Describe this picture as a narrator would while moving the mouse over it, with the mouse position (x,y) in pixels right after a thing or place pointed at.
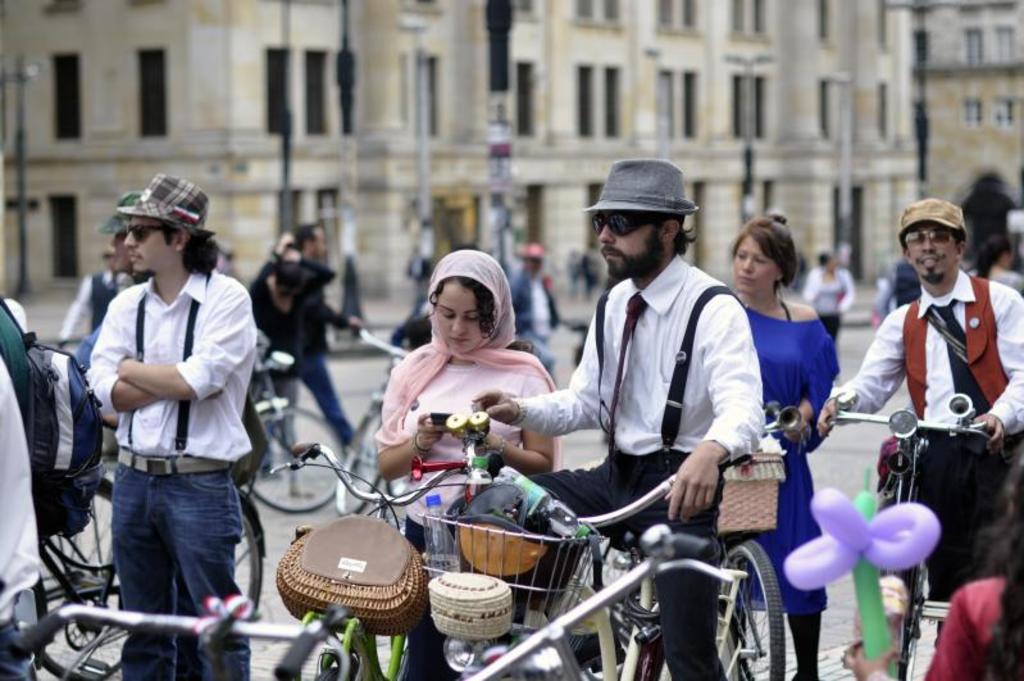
In this image we can see a person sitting on a bicycle (763,636) and he is in the center (535,426). There is another person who is on the right side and he is also holding a bicycle (949,431). In the background (837,286) we can see a few people (533,293) who are walking on a road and a building (790,80).
